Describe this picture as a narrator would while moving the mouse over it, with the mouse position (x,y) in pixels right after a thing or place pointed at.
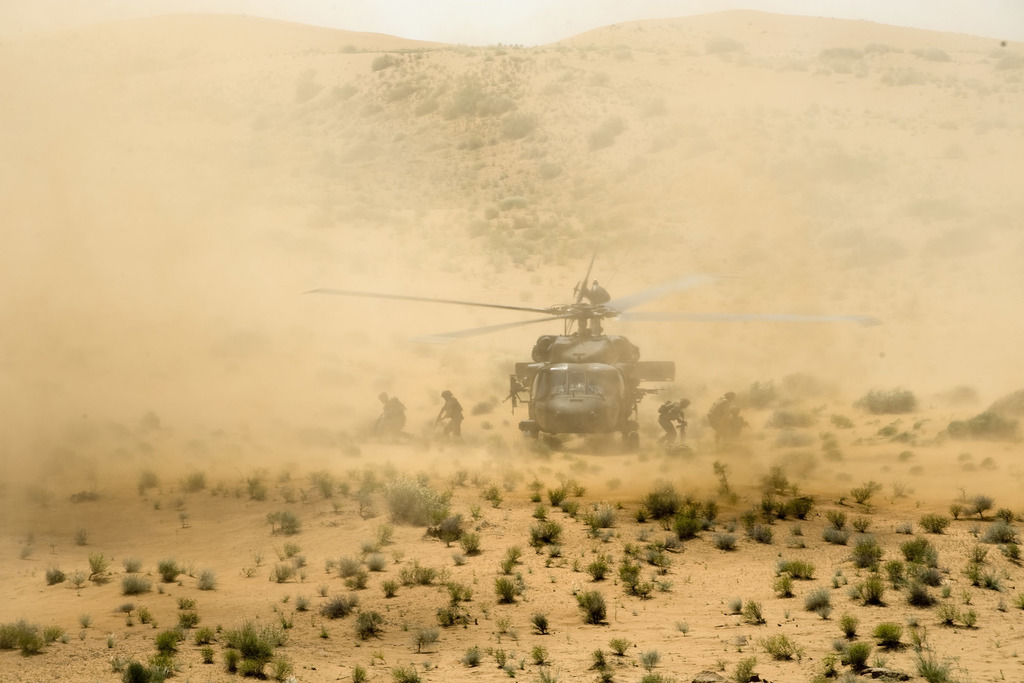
In this picture I can observe helicopter (564,342) on the land (496,492). There are some people (668,421) on the land (324,470). I can observe some plants (437,494) and dust (359,449). In the background (532,21) there is sky (471,26).
